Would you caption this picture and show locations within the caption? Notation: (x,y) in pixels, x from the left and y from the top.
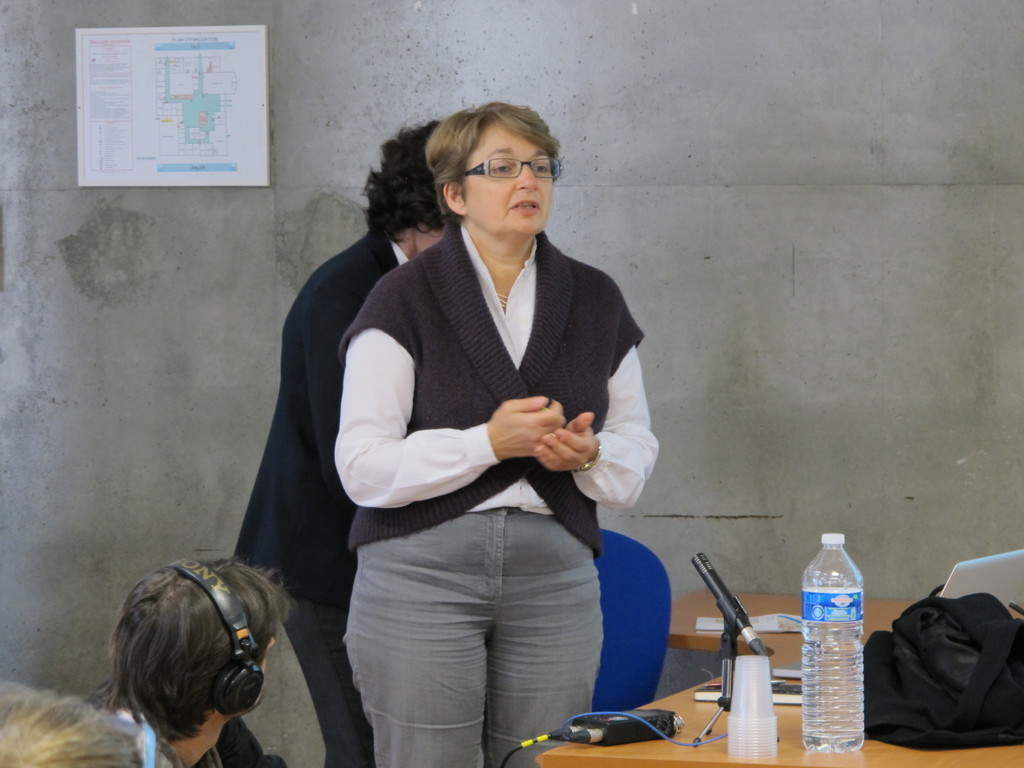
In this image, two people (471,333) are standing near the table (701,728). There is a blue color chair (633,633). Few items (789,623) are placed on the table (716,733). At the left side (122,733) bottom, we can see human heads (145,674). One person (207,676) is wearing a headphones (235,640). The backside, there is a board (194,146) and wall (559,135).
